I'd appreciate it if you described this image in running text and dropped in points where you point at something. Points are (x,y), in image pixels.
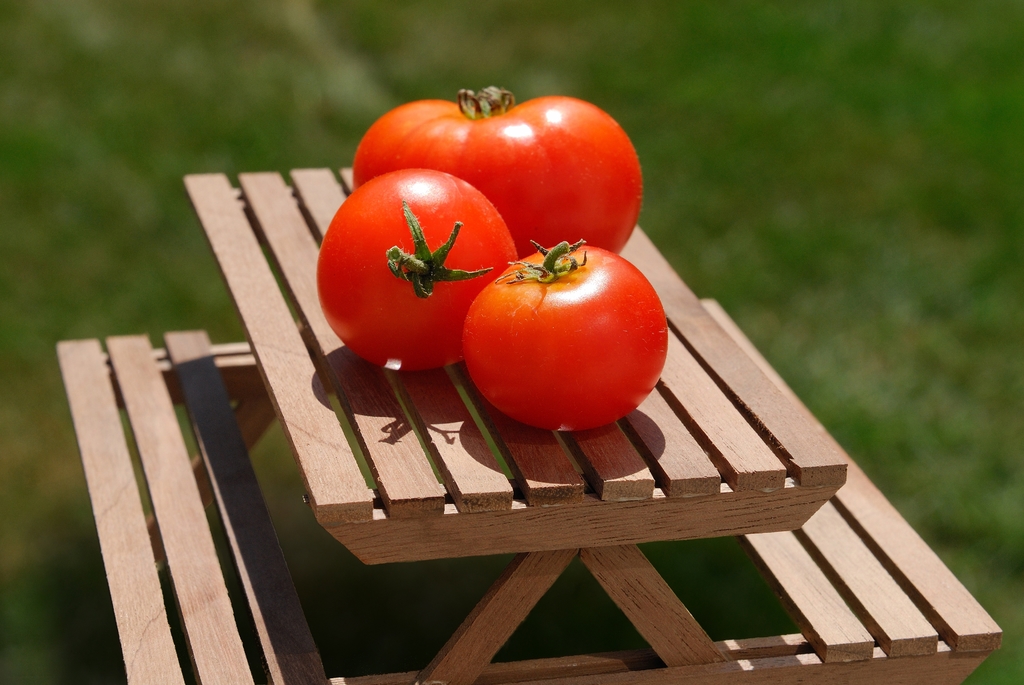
In this picture we can see a scale model picnic table (408,556). On the picnic table (453,435), there are three tomatoes (497,249). Behind the tomatoes (482,203) there is the blurred background (109,224).
